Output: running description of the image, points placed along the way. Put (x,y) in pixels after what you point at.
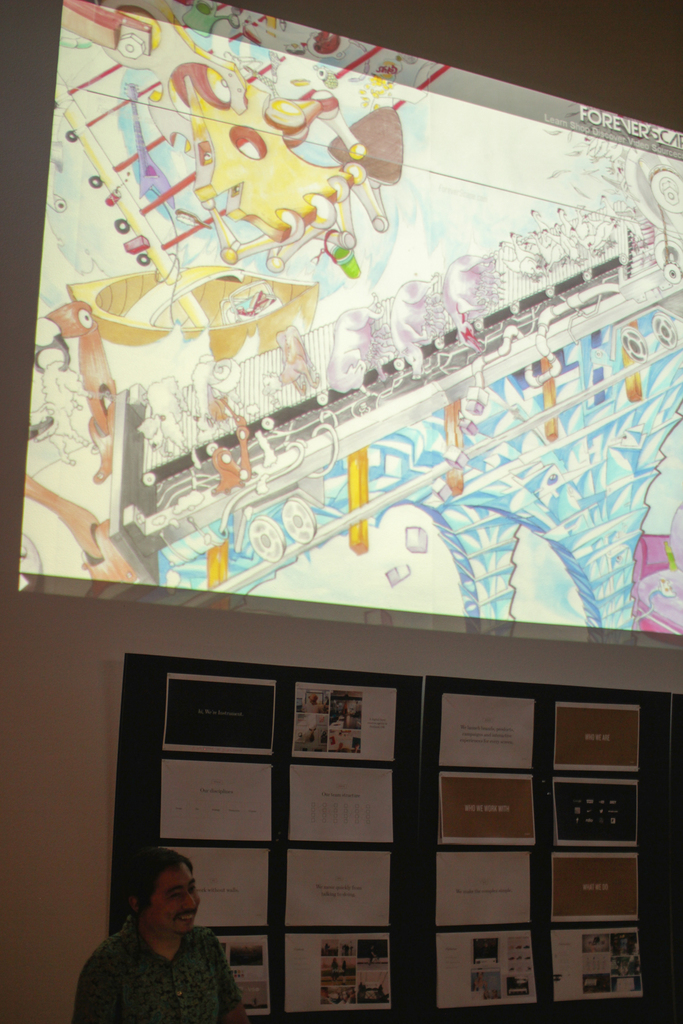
In this image I can see a man (151,888) and I can see he is wearing green colour dress (171,981). I can also see smile (187,918) on his face (178,906). In the background (80,243) I can see projector's screen (235,577) and here I can see few posters (263,694). On these posters (327,781) I can see something is written.
